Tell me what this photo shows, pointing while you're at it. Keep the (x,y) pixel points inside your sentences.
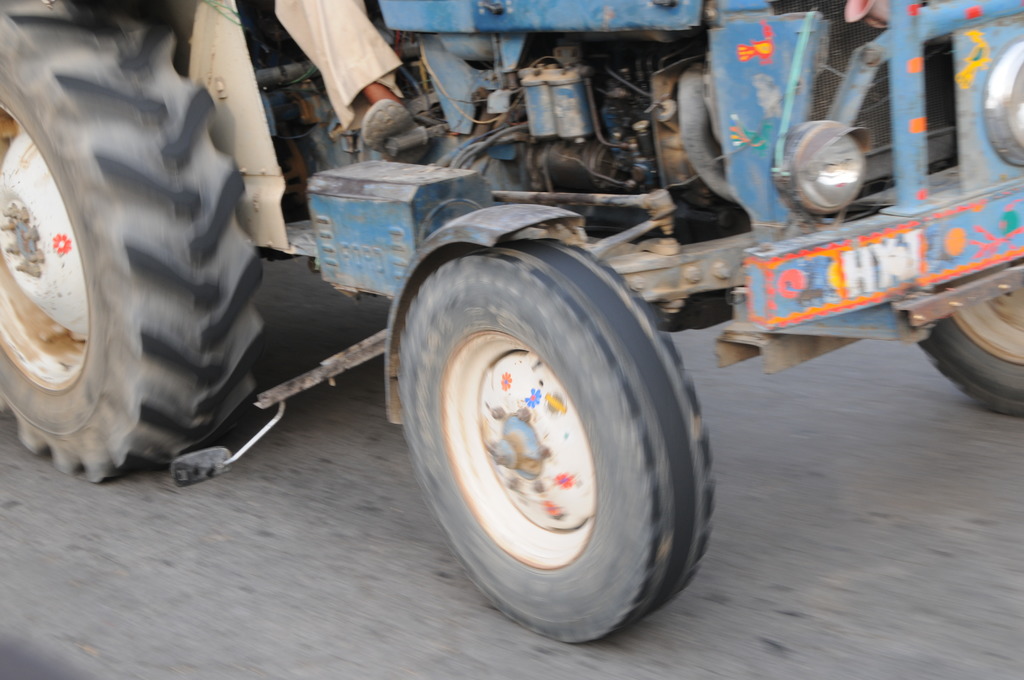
In this image there is a tractor (556,396) on the road (839,443). There is a man (354,44) sitting in the driver seat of the tractor (506,138). We can see the tires (567,301), motor (580,111) and headlights (817,183).
